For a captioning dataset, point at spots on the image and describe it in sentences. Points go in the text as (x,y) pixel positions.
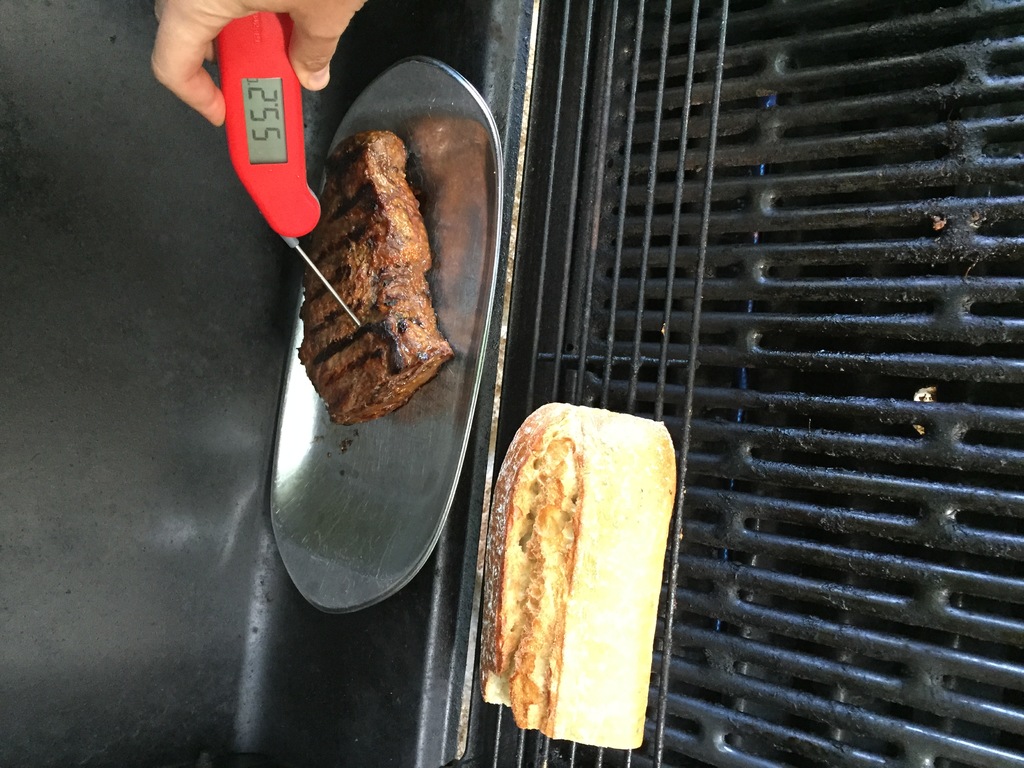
In this image we can see a plate (447,139) with food item (423,288) and a food item (557,477) on the grill (707,436) and a person's hand (195,45) holding an object (289,160).
